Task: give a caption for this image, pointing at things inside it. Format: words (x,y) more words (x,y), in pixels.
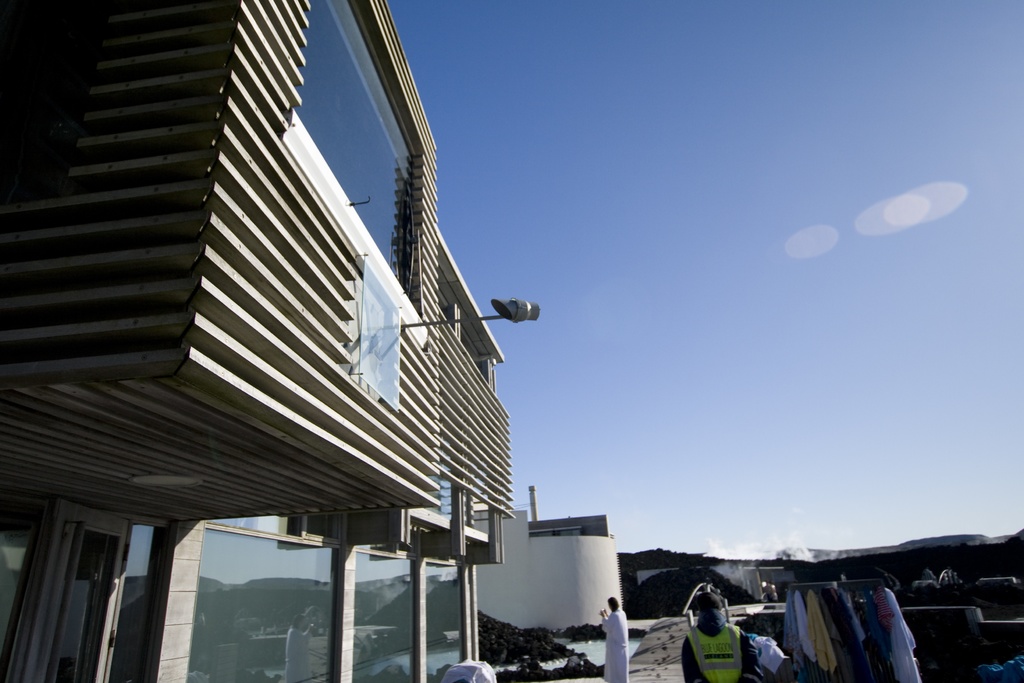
In this picture we can see there are two people (616,647) standing on the path (639,645) and on the right side of the people (712,664) there are clothes (813,655) and on the left side of the people (703,649) there is a building (343,474) and on the building (287,431) there is an iron rod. Behind the people (731,648) there are some objects (697,574) and a sky (699,447).
